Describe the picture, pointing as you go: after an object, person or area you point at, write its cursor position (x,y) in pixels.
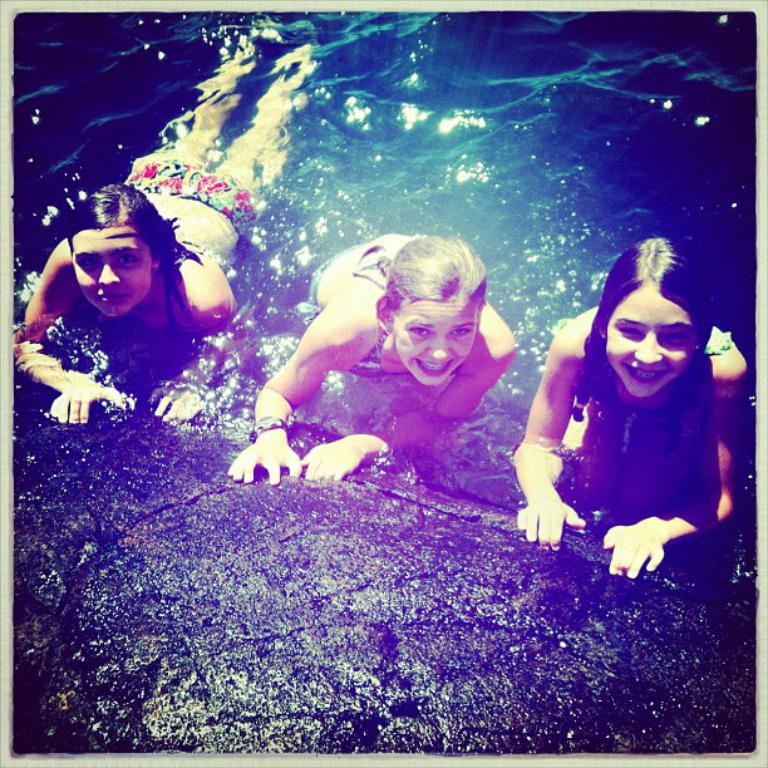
In this picture we can see three girls (387,301) smiling, at the bottom (396,632) there is a rock (388,642).
